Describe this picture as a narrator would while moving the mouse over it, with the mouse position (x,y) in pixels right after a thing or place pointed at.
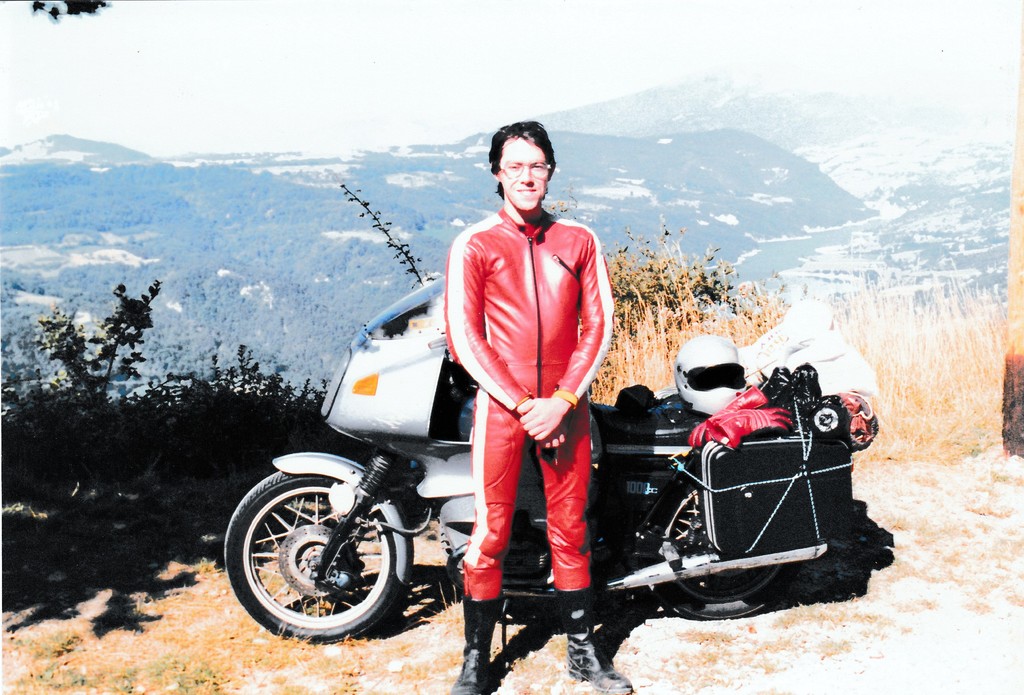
In this image I can see a motorcycle (457,444) and a man (631,685). I can see he is wearing red colour dress (508,354) and black shoes (460,694). On the back seat (655,439) of the motorcycle (793,458) I can see gloves (773,421), a white colour helmet (722,399) and few other things (867,396). In the background (645,287) I can see plants (945,354), bushes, mountains (795,185) and the sky (125,110).
